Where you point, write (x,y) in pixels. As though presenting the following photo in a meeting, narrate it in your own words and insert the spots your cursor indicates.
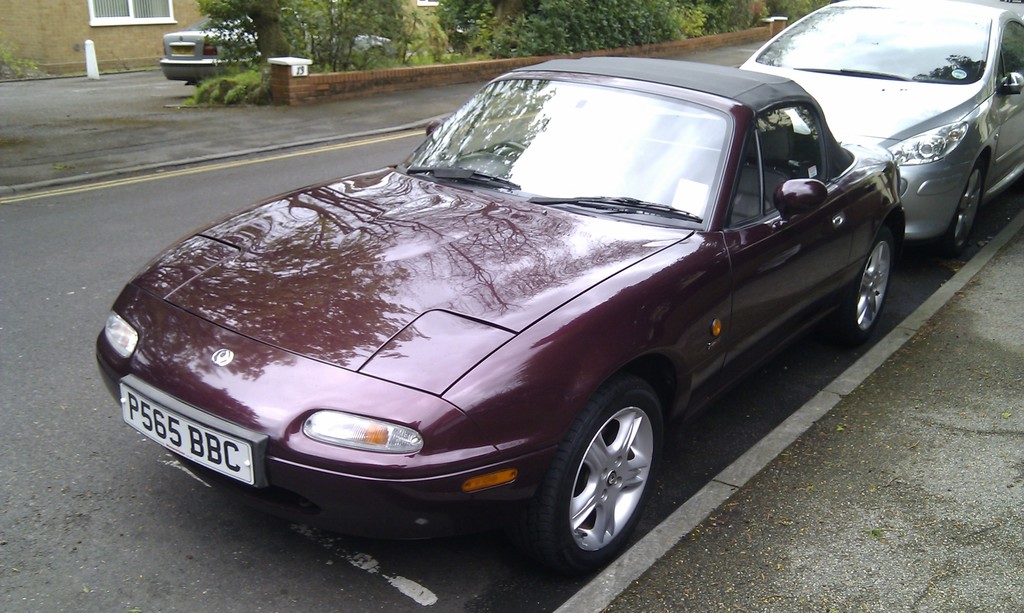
In this image we can see some vehicles (463,184) on the road (63,324). In the background of the object (530,243) there are trees (236,46), plants (318,33), a vehicle (206,48), wall (148,46), window (144,3) and other objects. At the bottom of the image (149,511) there is the road (167,538). On the right side of the image (852,515) there is a walkway (801,501).
